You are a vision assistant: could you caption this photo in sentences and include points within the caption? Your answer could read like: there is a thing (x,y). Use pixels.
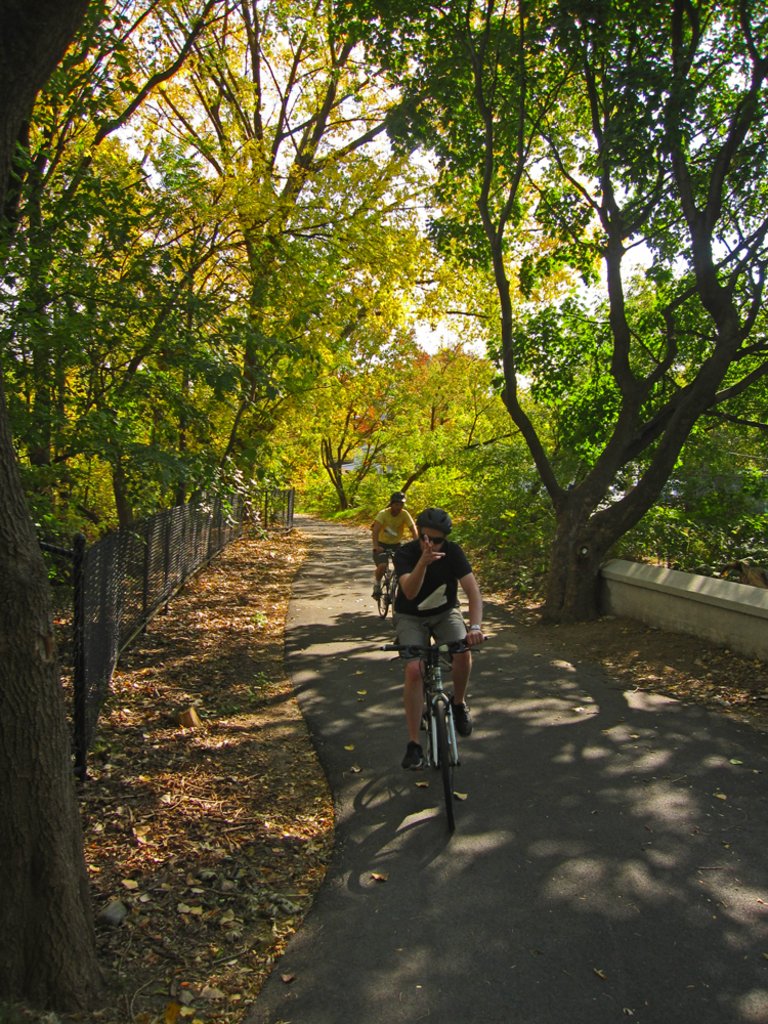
This picture is clicked outside. In the center (422,523) we can see the two people (404,513) riding their bicycles (460,642), and on both the sides we can see the trees (517,361). On the left (218,514) we can see the mesh (122,560) and the metal rods (290,519) and we can see the dry leaves (214,598) lying on the ground (230,613). In the background (302,39) we can see the sky (389,142), trees (349,473) and plants (380,477).
